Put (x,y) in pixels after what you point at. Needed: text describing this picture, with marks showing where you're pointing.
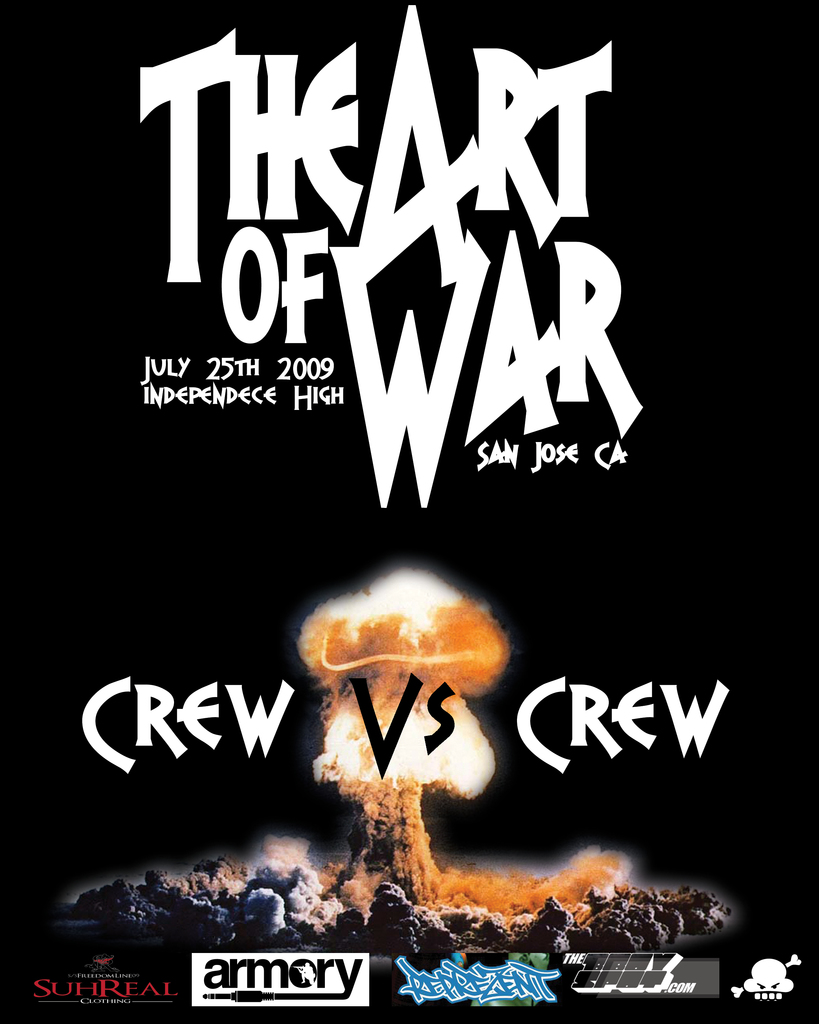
In this image we can see some text (171,393) and images (402,822) on a poster (380,864).
